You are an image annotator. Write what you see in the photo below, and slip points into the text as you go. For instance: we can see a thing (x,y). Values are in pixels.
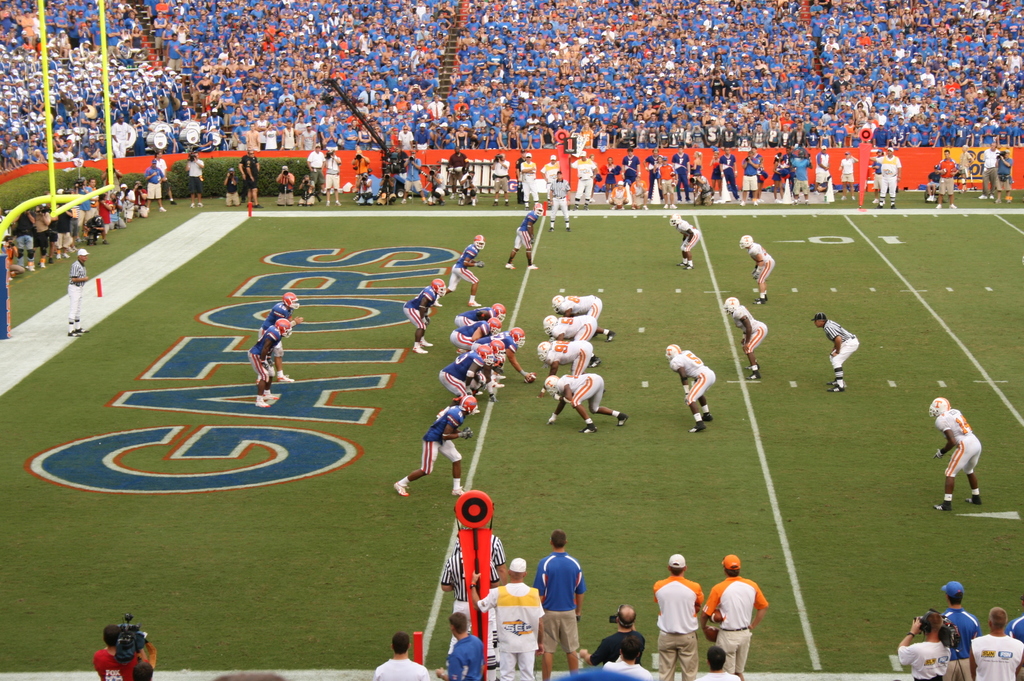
In this picture we can see some people (272,367) on the ground (257,500) and in the background (938,6) we can see a group of people (932,22) and some objects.
